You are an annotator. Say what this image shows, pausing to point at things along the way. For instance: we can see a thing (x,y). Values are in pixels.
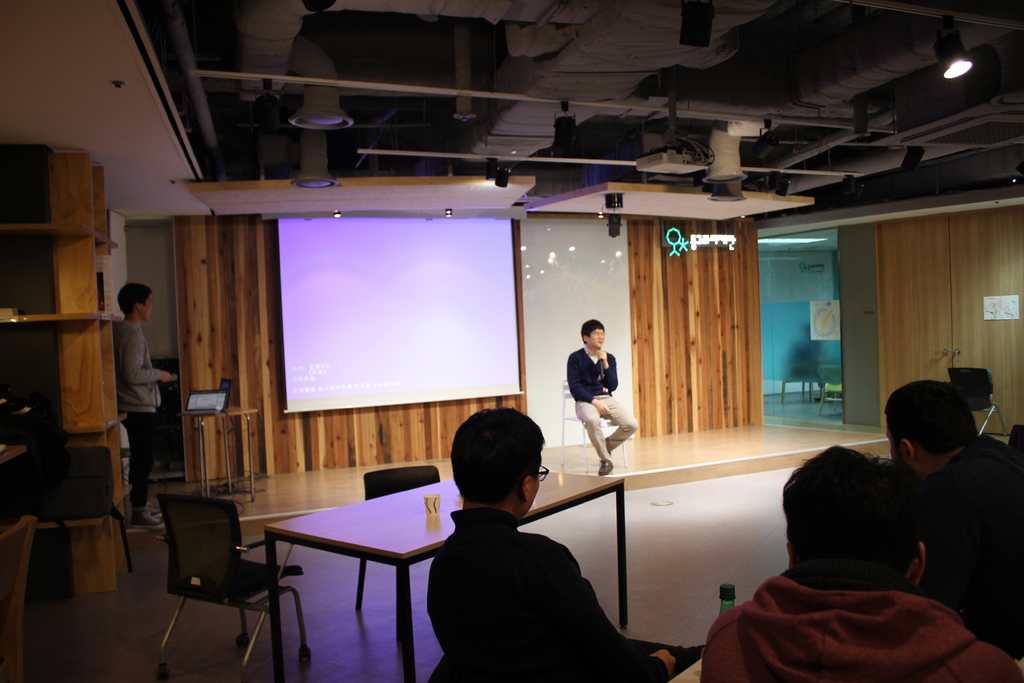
In this image I can see number of people (481,581) where one man (583,407) is sitting on a stool (586,435). here I can see a laptop (197,398) and a projector screen (308,310).
